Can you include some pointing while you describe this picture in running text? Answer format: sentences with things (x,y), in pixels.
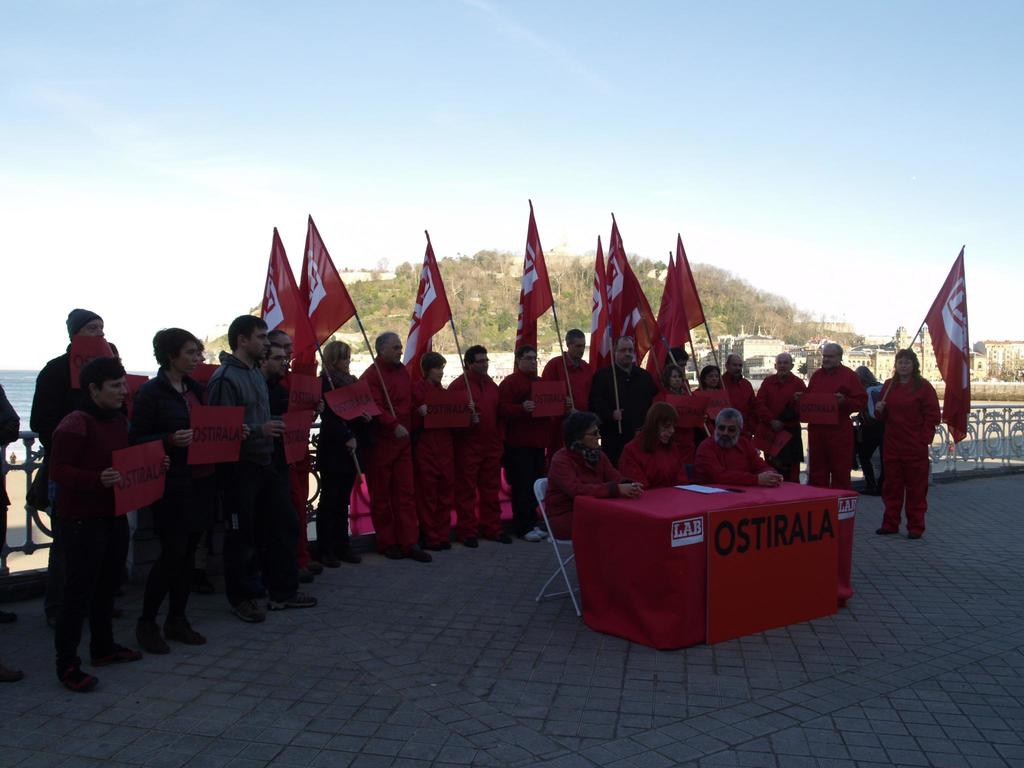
In this image we can see people (371,378) standing on the floor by holding flags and placards (240,438) in their hands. In front of them we can see persons (562,484) sitting on the chairs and a table (730,507) is placed in front of them. In the background (661,274) we can see hills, buildings (723,349) and sky (410,157).
